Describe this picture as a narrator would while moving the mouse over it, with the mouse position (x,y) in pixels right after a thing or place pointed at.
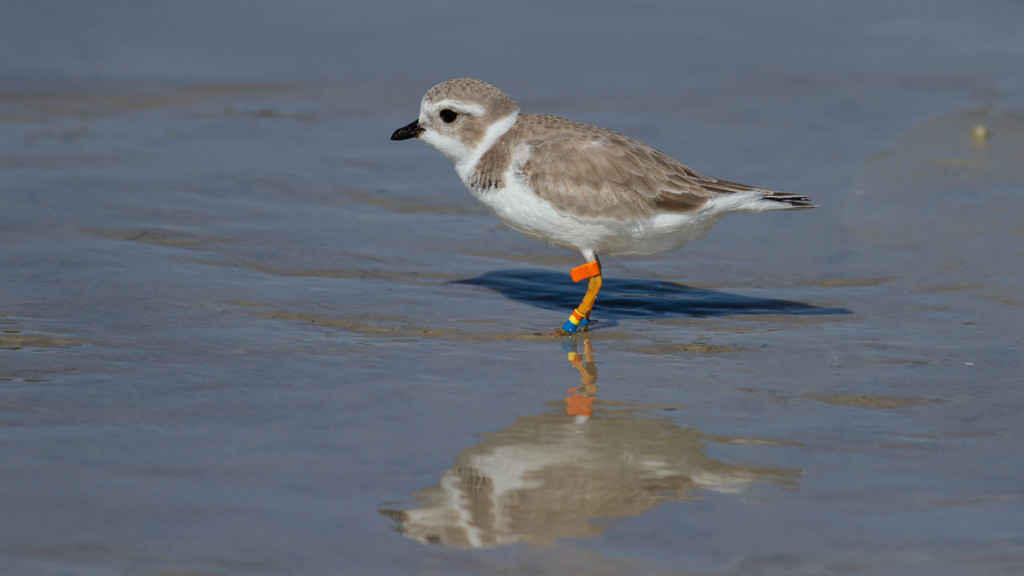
In this image we can see a bird (443,152) standing in the water (417,328).
